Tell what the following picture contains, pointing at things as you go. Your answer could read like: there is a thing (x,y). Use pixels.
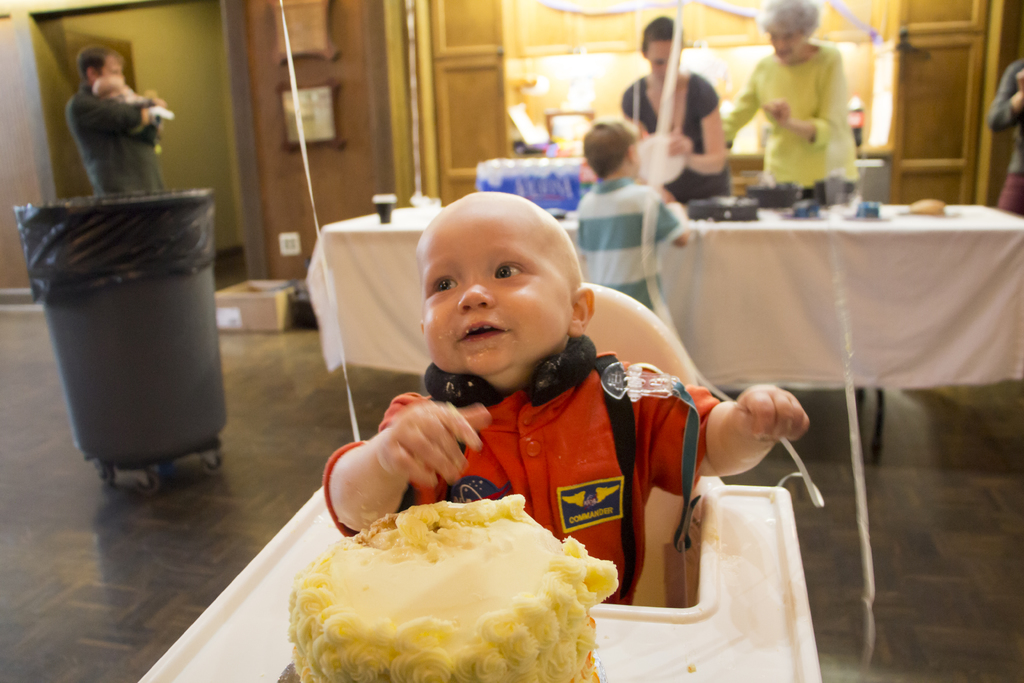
In this picture we can see a child (426,409) sitting on a chair (608,349), cake (450,567), dustbin (89,305), table (343,302) with some objects (529,187) on it and some persons (824,65) standing on the floor (954,448) and in the background (257,186) we can see wall (355,91) with frames (332,117).
